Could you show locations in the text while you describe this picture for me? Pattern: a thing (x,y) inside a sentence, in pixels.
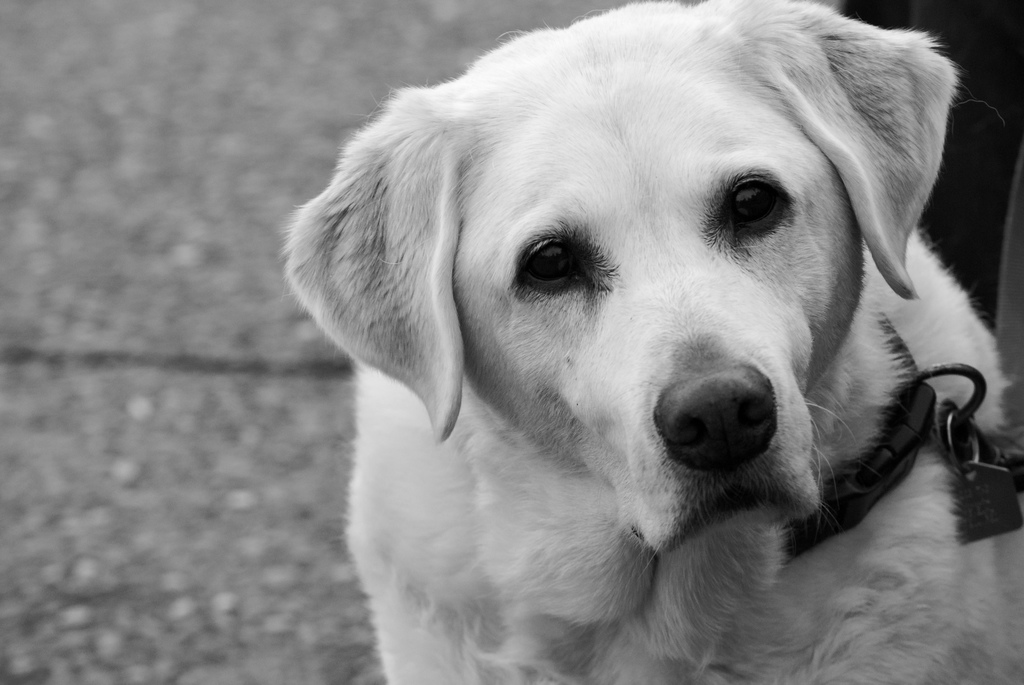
In this picture there is a white dog (847,441) with belt (924,411) around the neck (921,499). At the bottom (171,542) there is a floor (158,503).
